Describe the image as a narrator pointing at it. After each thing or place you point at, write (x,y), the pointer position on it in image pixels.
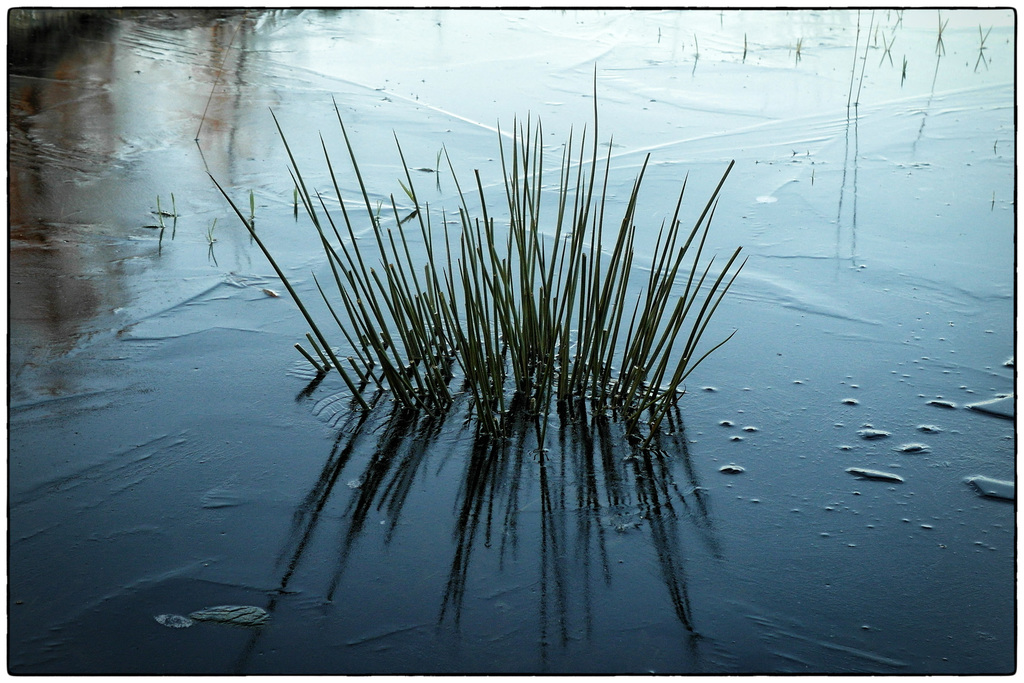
This is water (813,257), there are plants (570,273) in it.
